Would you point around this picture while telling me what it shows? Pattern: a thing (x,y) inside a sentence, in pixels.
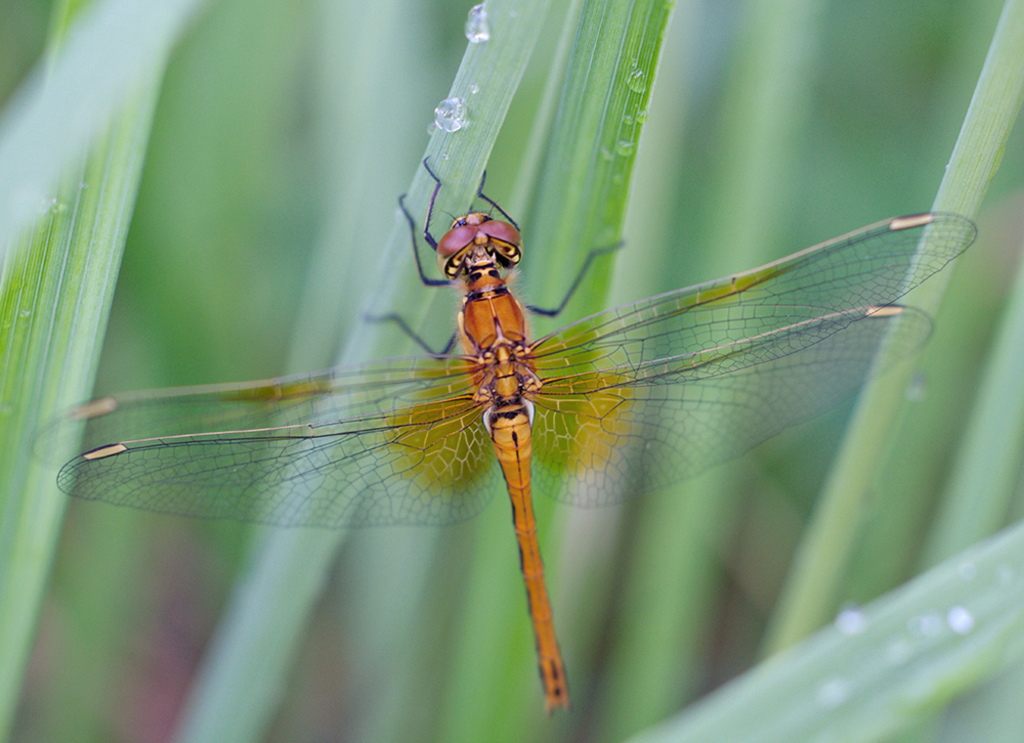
In this picture I can see a dragonfly (496,398) and few plants (602,186) in the background (943,408) and I can see water droplets (617,145) on the leaves (615,104).
